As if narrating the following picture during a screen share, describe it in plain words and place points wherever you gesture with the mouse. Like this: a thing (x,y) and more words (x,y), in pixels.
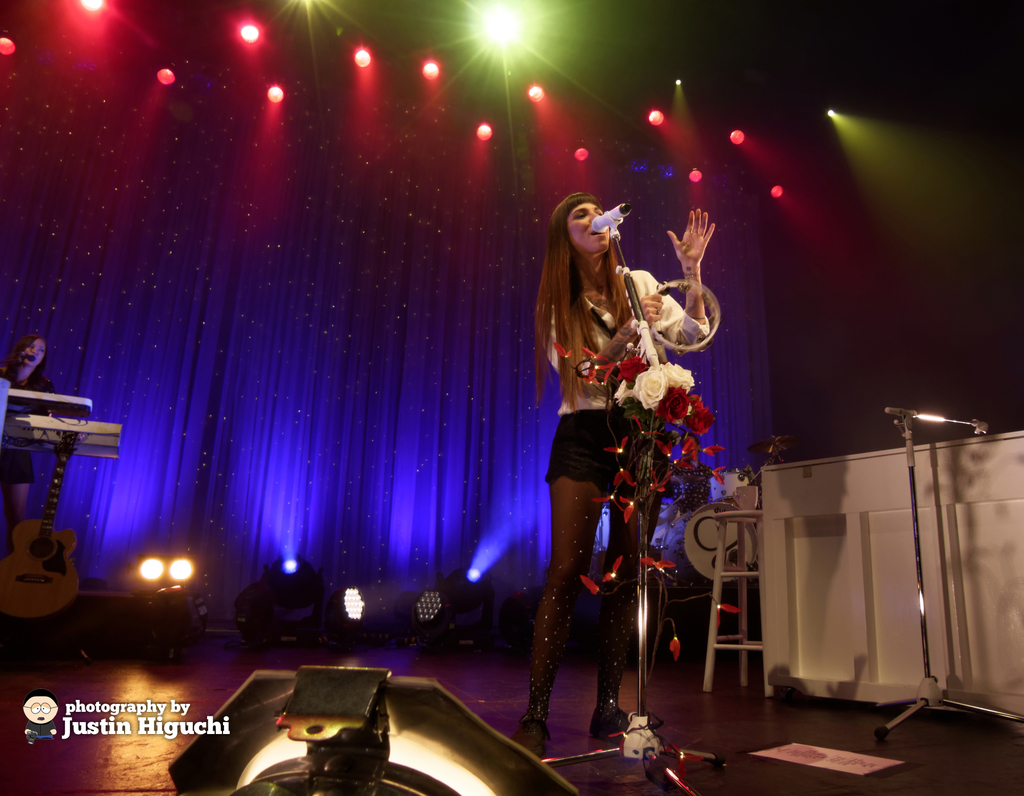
As we can see in the image there is a woman (569,367) singing a song on mike (608,219) and on the top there are lights (500,18).
